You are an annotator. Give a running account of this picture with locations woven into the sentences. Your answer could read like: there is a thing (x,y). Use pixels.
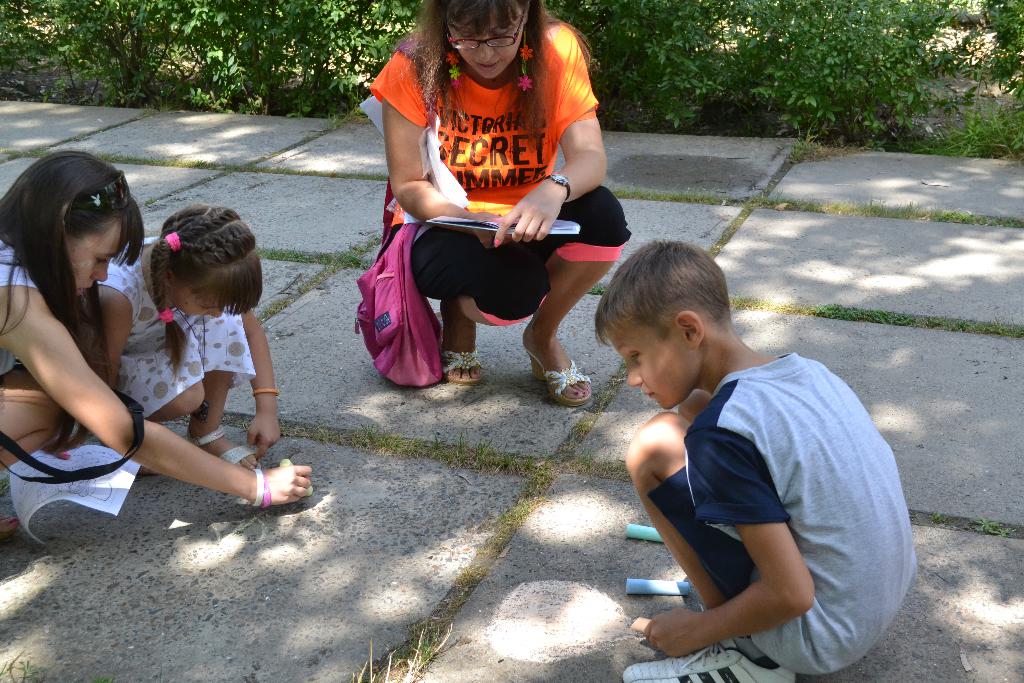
There is a lady (408,106) wearing specs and watch (558,181) is holding something in the hand (500,225). Also holding a pink bag (383,297). There are two children (248,374). Also there is a girl (16,345) writing something on the floor (344,577). In the background (287,38) there are plants (300,34). On the ground (376,588) there are chalks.
